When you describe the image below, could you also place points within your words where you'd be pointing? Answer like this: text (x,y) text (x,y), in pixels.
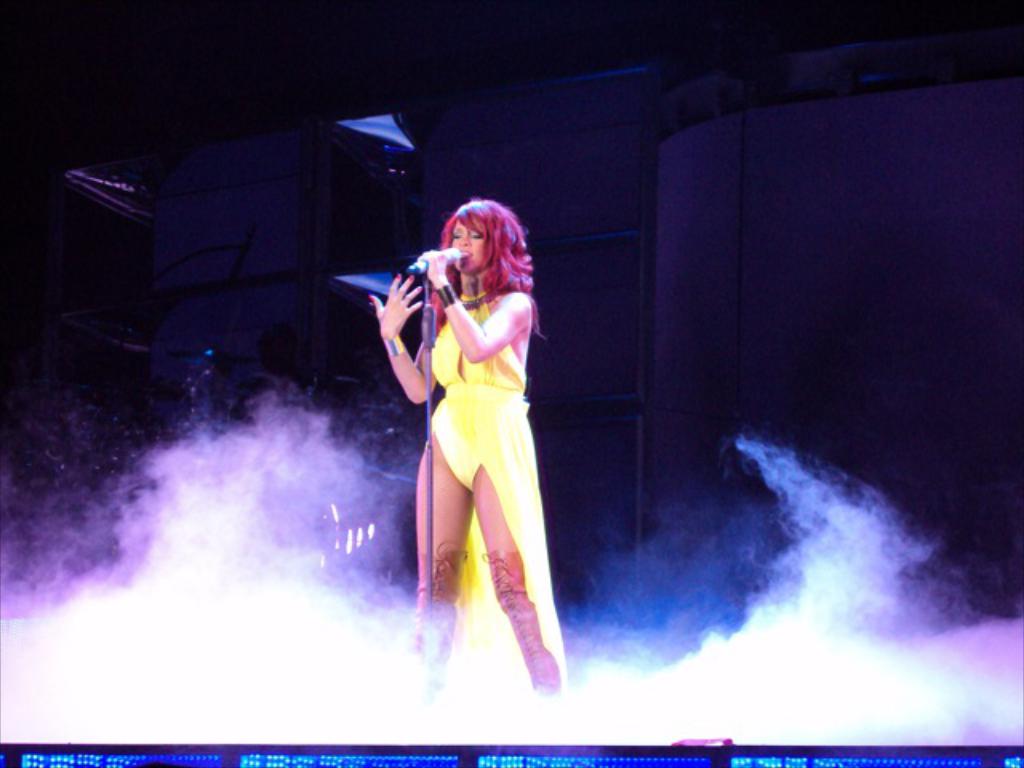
There is a lady (450,309) holding a mic (421,266) with mic stand (427,284). At the bottom (264,634) there is smoke (479,666). In the back (747,378) there is a wall (314,254) and it is dark.
